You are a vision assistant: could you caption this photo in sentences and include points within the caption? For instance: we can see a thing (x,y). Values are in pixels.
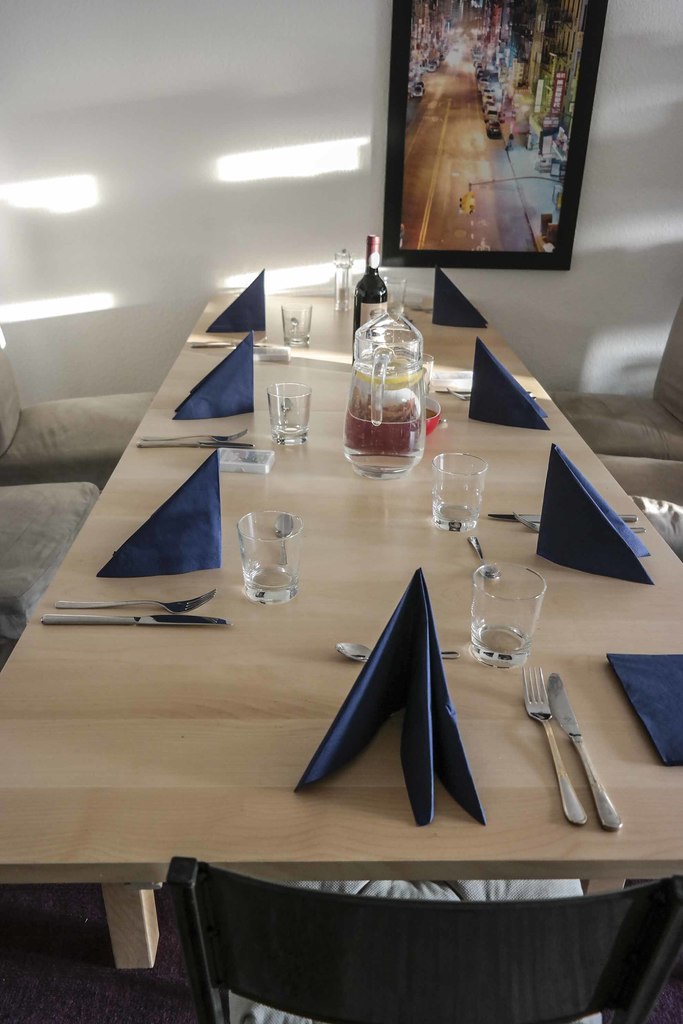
At the bottom of the image (371,970) there is a chair (228,901). Behind the chair (218,868) there is a table (148,586) with glasses (302,413), forks (566,804), knives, clothes (509,378), jug (403,419) with water (403,428), bottle (371,301) and some other things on it. On the left (20,623) and right side of the image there are chairs (42,586). In the background (607,306) there is a wall (607,306) with a frame (415,150).
